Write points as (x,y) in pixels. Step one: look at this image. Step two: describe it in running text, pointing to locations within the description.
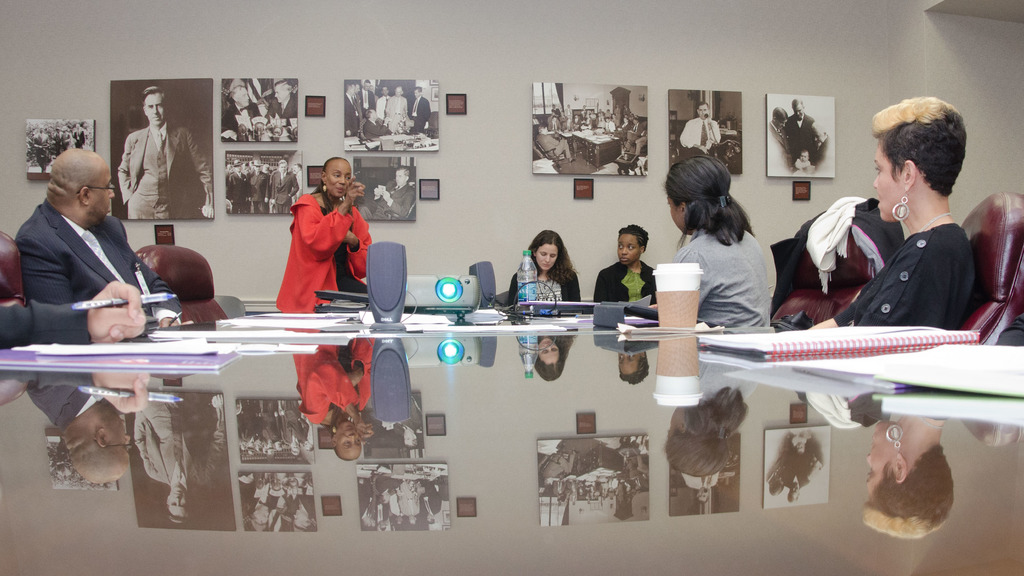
Here we can see a group of people (145,319) sitting on chairs (790,282) and a table (202,393) in front of them with books (794,358) and papers (280,343) there is a speaker (372,305) and a projector (476,284) on the table (410,335) and there is a lady (356,255) standing in the middle (345,261) speaking something to the people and behind her there is wall (48,103) full of photo frames (375,109).
